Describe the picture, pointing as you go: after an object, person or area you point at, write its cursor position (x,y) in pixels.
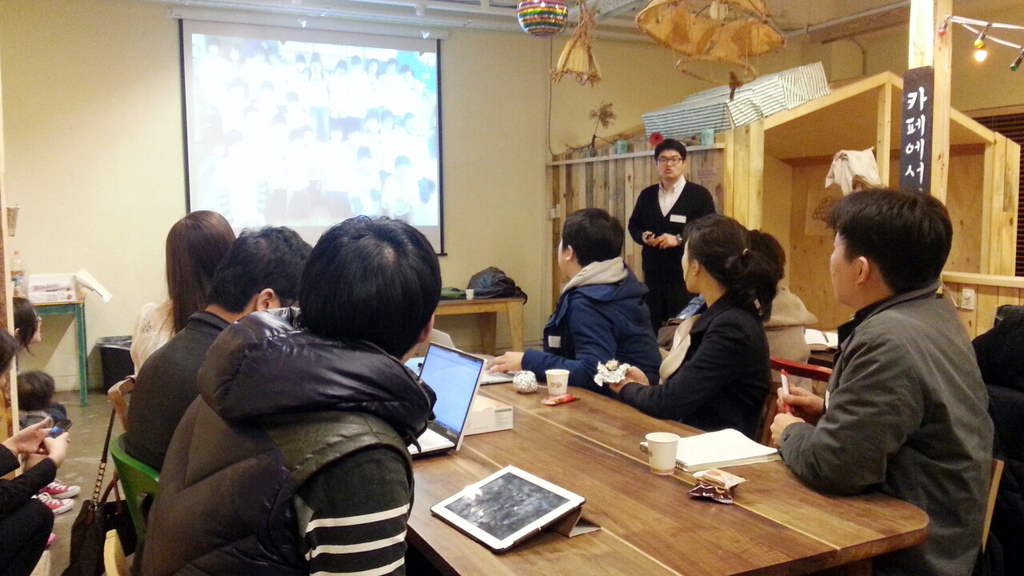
This picture is taken inside a room (639,521). There are people (644,303) sitting on chairs (133,463) at the table (580,536). They all are looking to the projector board (346,159) hanging on the wall (53,326). On the table (543,464) there is a tablet (509,508), a laptop (456,433), box (485,420), glasses (556,376), book (693,452) and wrappers (716,488). To the left corner of the image (48,311) there is another table (60,308) and on it there is a bottle (19,279) and box (63,286). There are decorative things (541,9) hanging to the ceiling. To the right corner of the image (794,134) there is a house (803,177) and a pillar (920,147). In the background (492,138) there is wall (501,183).
